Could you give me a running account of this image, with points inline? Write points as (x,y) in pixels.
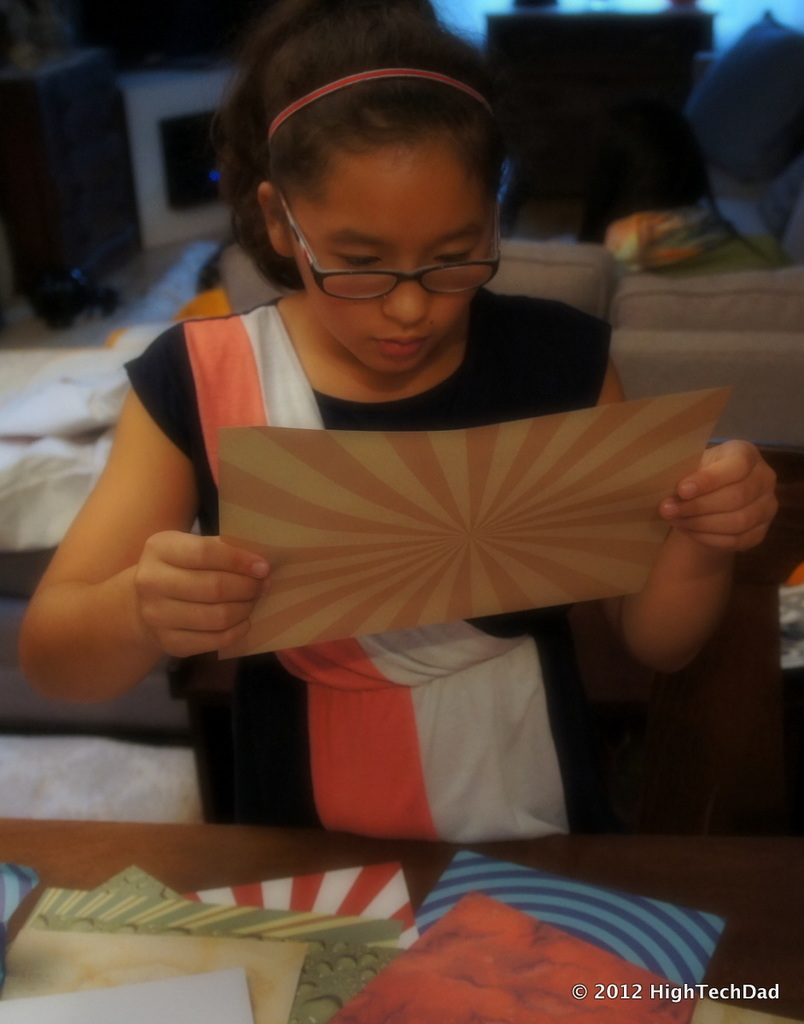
In this image in the foreground (334,232) there is one girl (351,695) who is sitting and she is holding one paper (379,539) and looking in to that paper (522,519). At the bottom (299,833) there is one table (541,843), on the table (541,945) there are some papers (420,937) and in the background (637,178) there are some clothes (98,408), photo frame (157,168) and some other objects (158,176).
